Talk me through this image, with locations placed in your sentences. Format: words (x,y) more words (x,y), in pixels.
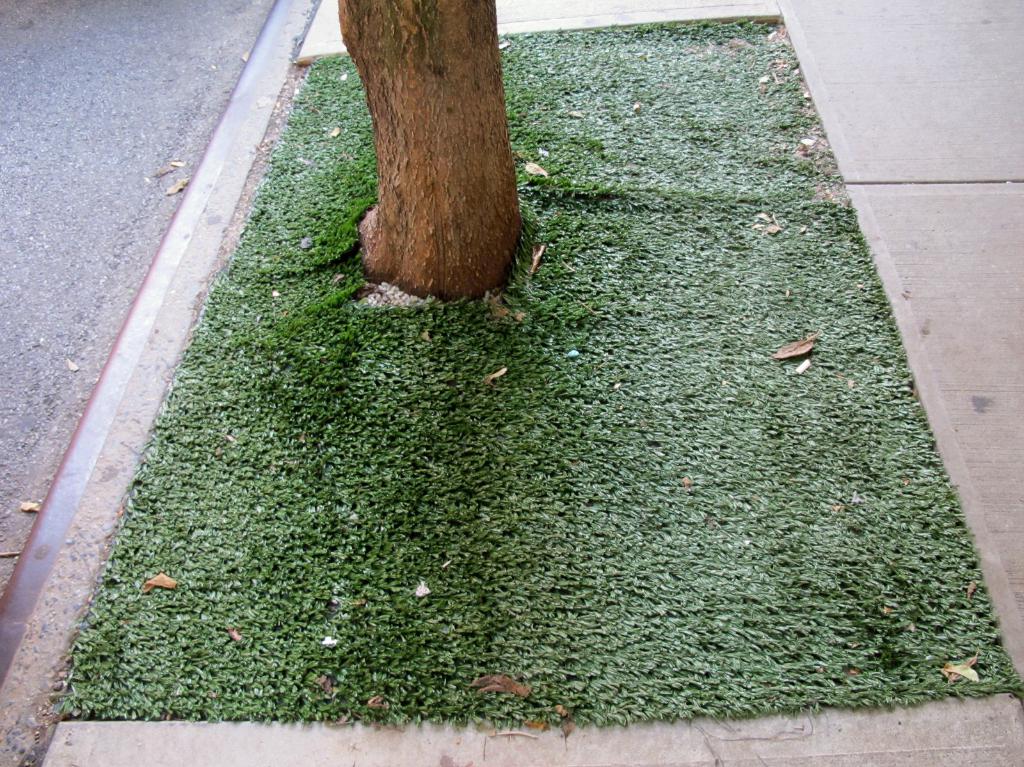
In this image, It looks like the grass (601,453). At the top of the image (472,216), I can see a tree trunk (398,146). On the left side of the image (129,169), I think this is a road (70,173). On the right side of the image (920,285), It looks like a pathway (955,214).
